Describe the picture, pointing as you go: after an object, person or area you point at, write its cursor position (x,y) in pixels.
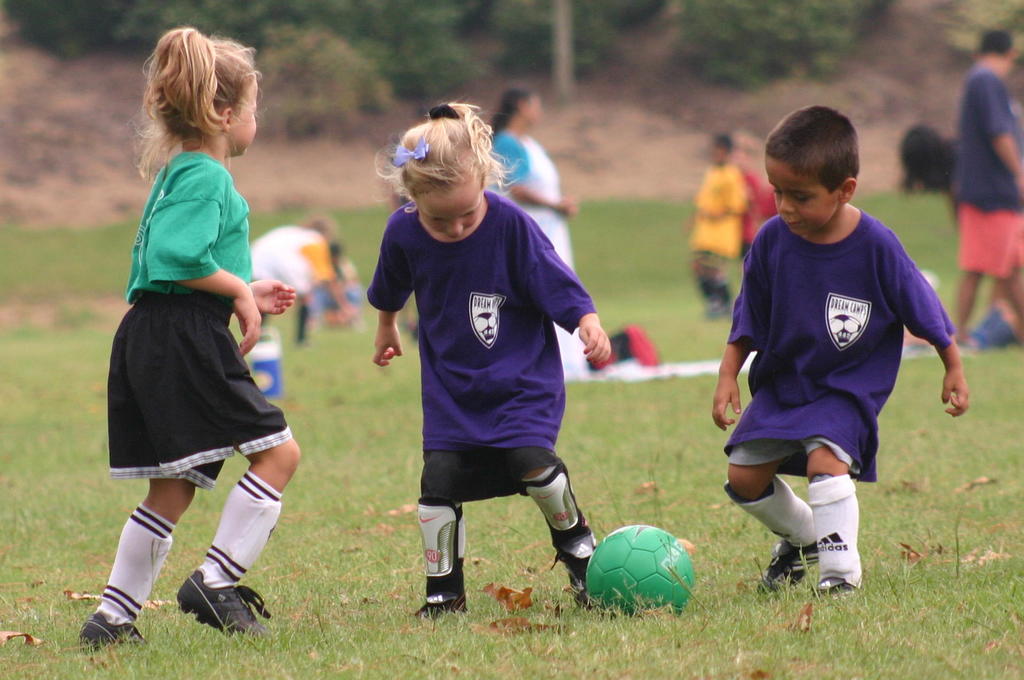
In this image there are kids (870,387) playing with a ball (617,569) in a ground (888,462), in the middle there is a woman (548,196) and a man (990,211) standing, in the background (386,51) it is blurred.
